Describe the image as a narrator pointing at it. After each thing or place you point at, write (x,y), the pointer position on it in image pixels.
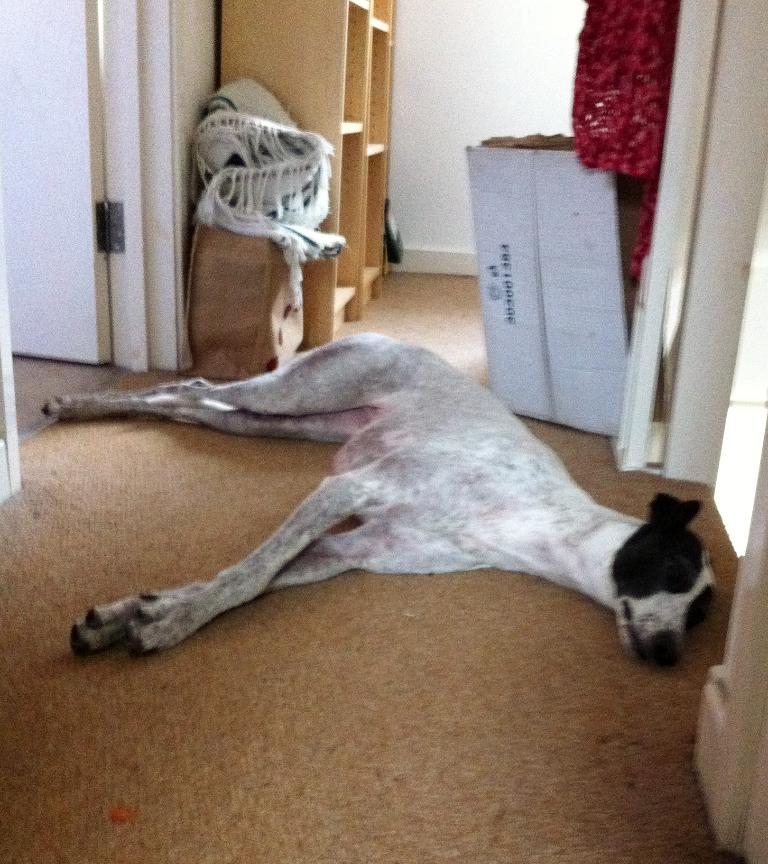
In this image we can see a dog (399,535) lying on the floor (300,629), cupboards (343,113), doors (67,136), blankets (322,137) and cardboard cartons (520,371).
